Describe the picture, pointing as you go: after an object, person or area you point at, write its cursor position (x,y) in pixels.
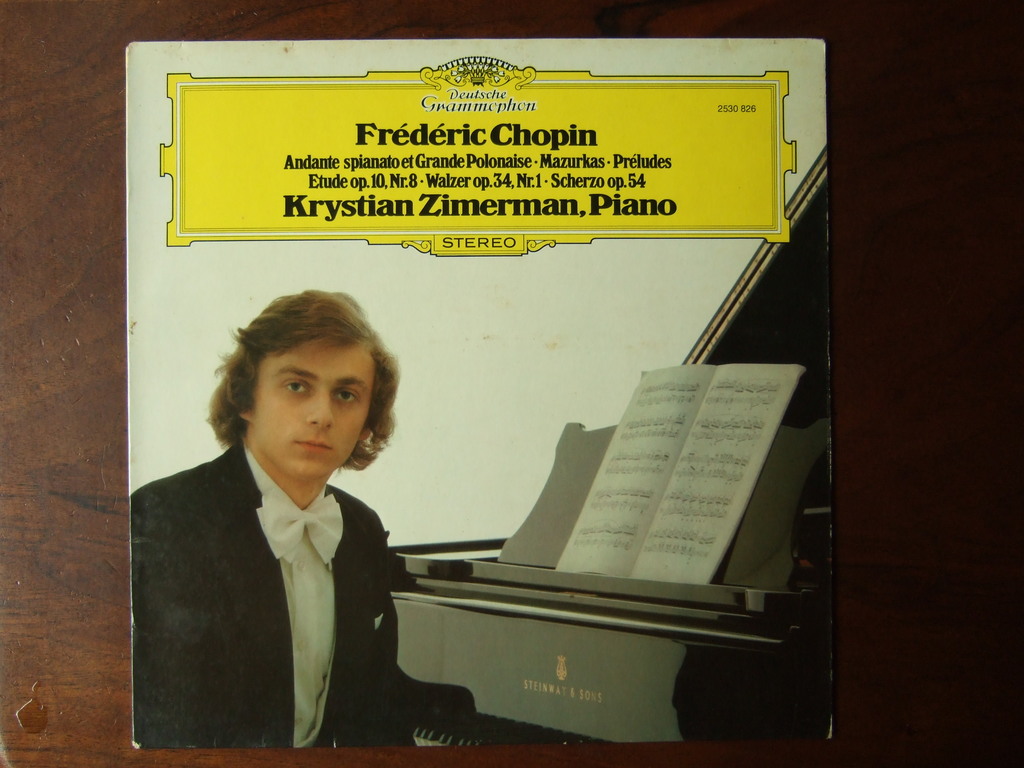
In this image I can see an object (423,304) which looks like the board (730,241) and I can see the person (293,535), musical instrument (594,656), book (733,515) and something is written on it. The board (601,325) is attached to the brown color surface (47,245).
